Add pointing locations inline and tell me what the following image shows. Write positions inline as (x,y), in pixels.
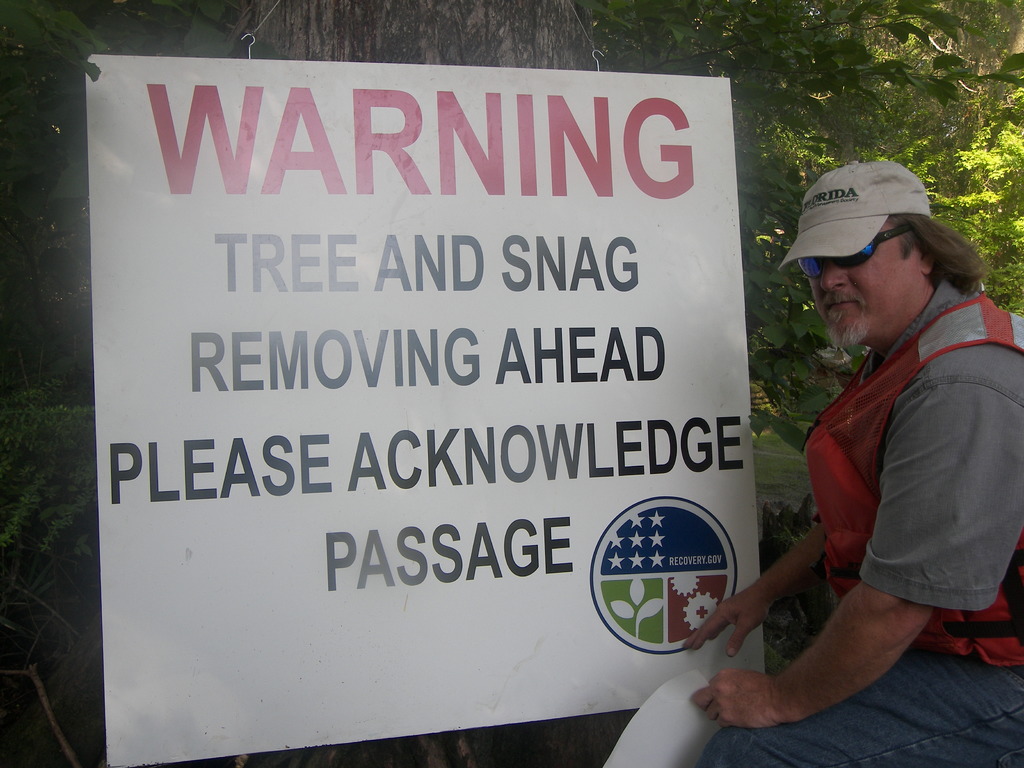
In this image there is the person (787,678) wearing goggles (846,263), cap (851,246) and holding a paper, there is a banner (259,294) with some text (314,444) hanging in the tree (396,52).
